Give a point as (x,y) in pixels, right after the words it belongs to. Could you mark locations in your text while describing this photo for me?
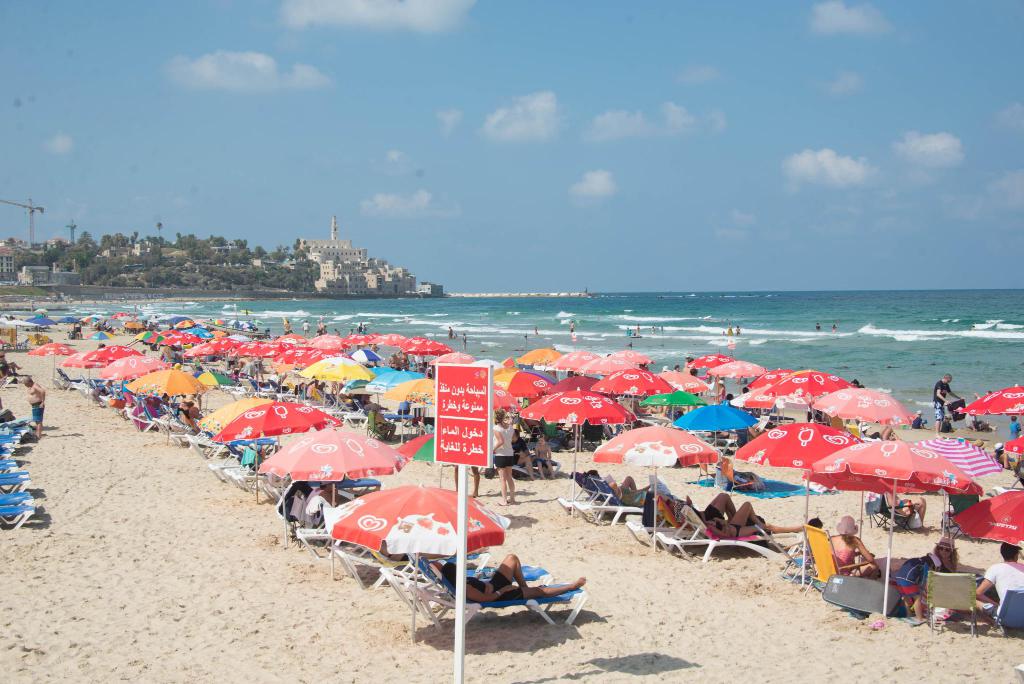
This picture describes about group of people (517,451), few people (512,470) are standing and few people (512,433) are seated under the umbrellas (413,551), in the background (356,325) we can find water (377,304), few buildings (373,287), trees (250,253) and cranes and also we can see a sign board (441,419).
